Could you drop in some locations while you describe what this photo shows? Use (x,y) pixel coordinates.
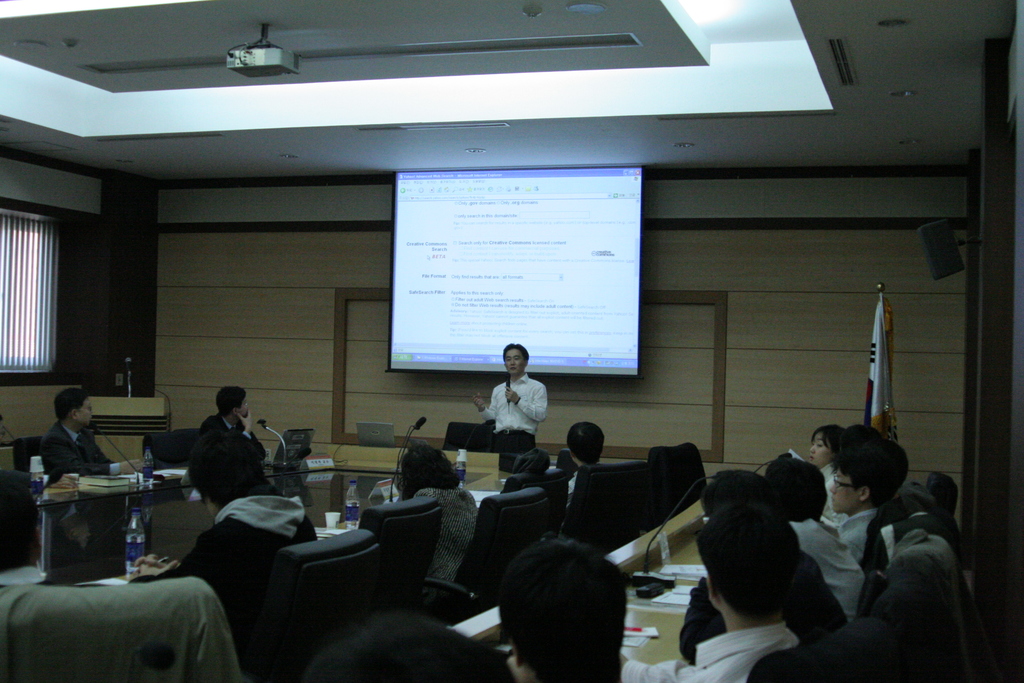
This picture is taken inside the room (189,412). In this image, we can see a group of people (501,601) sitting on the chair (324,540) in front of the table (646,622). On the table (679,609), we can see some papers (627,642), microphone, water bottle (147,466). In the middle of the image (531,386), we can see a man (536,403) standing and holding a microphone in his hand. On the left side (116,400), we can see a podium (157,406). On the podium (153,401), we can see a microphone (127,364). On the left side (51,272), we can see window (16,278), curtain (41,341). On the right side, we can see a flag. In the background (486,330), we can see a screen (562,258), on the screen (567,263), we can see some text (521,307) written on it. At the top (489,38), we can see a roof (347,13) and a projector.
